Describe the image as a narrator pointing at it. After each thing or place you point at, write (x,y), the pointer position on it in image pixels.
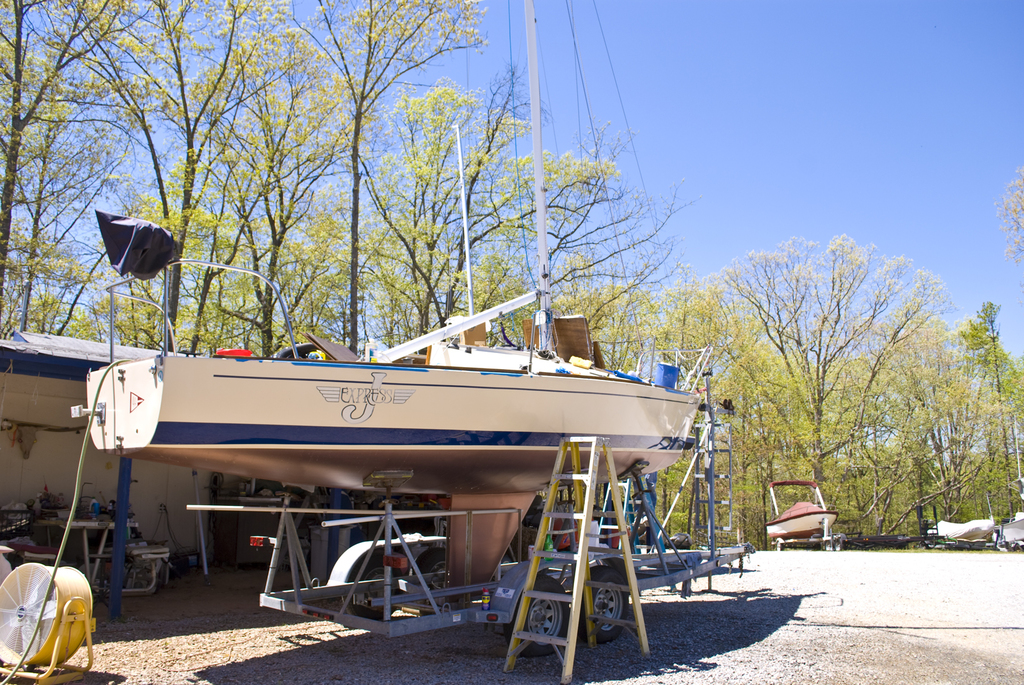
There is a boat (297,385) on a stand (319,510). Near to that there is a ladder (558,567). In the back (53,391) there is a building (122,350), trees (657,226) and sky (708,33).
